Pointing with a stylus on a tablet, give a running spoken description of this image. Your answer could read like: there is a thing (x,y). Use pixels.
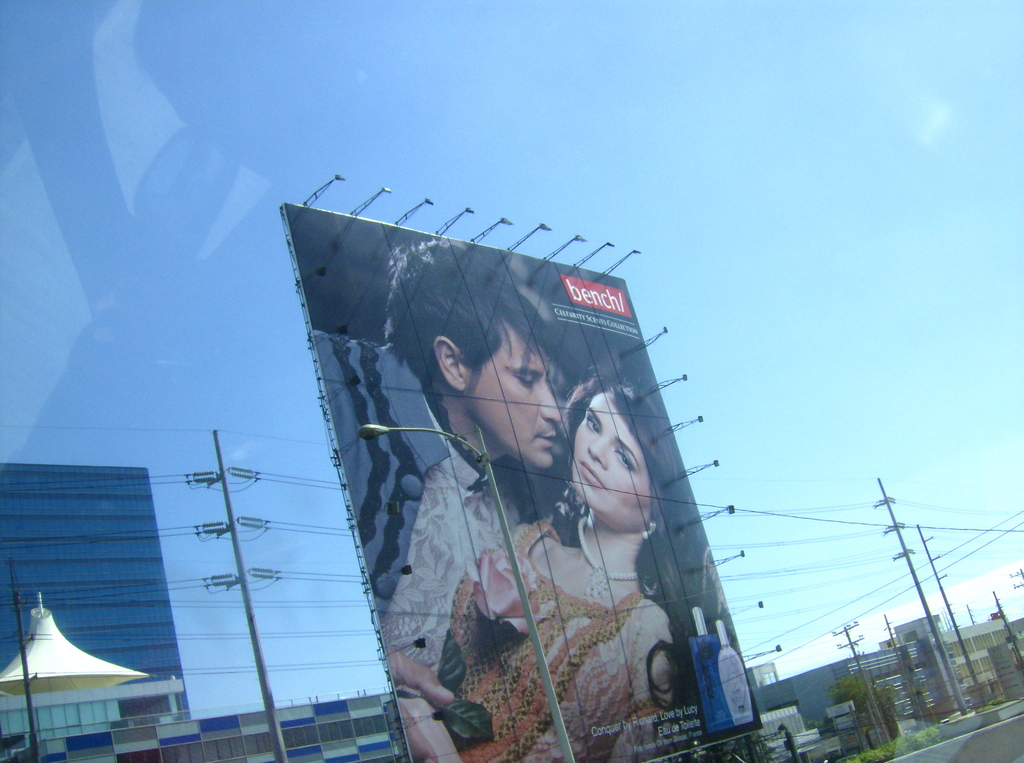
In this picture I can see a advertisement hoarding (492,548), i can see a man (511,503) and a woman (567,711) and few buildings (336,746) and few poles (945,658) and I can see a blue cloudy Sky (812,201).
